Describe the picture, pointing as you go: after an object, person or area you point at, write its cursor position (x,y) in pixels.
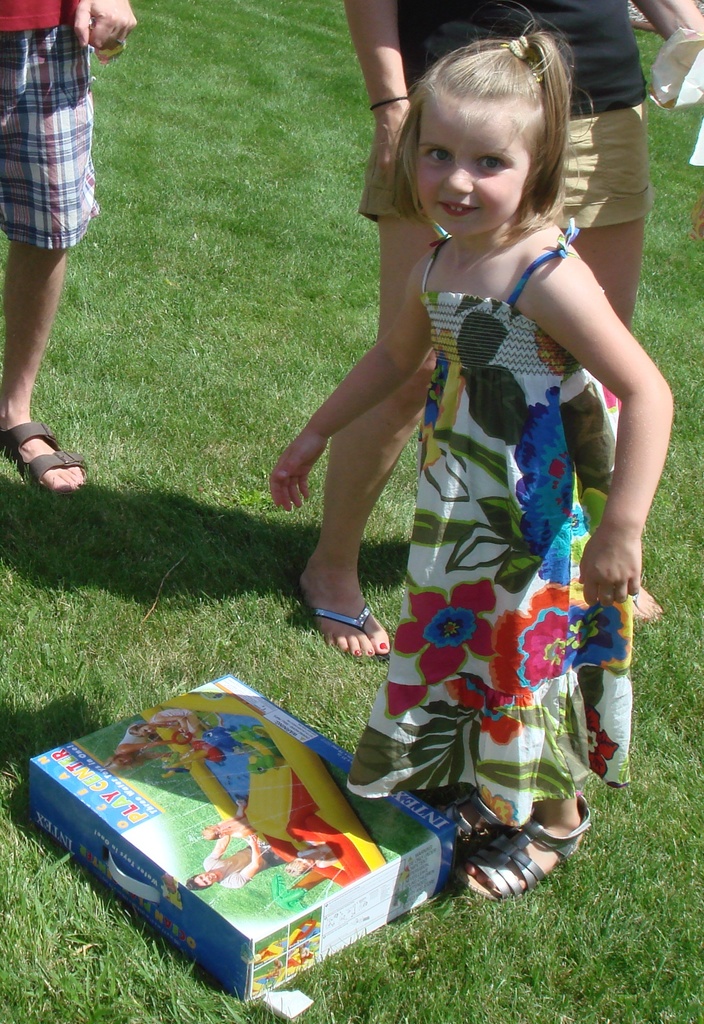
In this picture there is a small (448,169) girl on the right side of the image (543,759) on the grassland (351,722) and there is a toy box (225,874) on the floor (300,181) and there are other people (580,156) behind her.
